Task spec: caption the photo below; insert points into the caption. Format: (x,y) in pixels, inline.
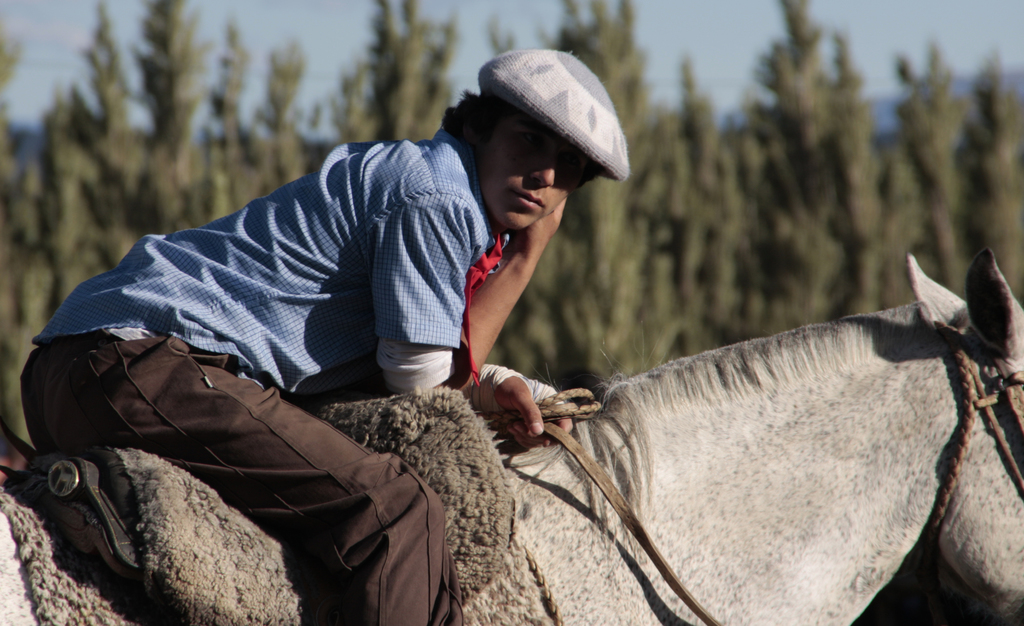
In this image I can see a man (399,476) is sitting on a horse (860,323), I can also see he is wearing a cap (522,53). In the background (706,213) I can see number of trees (668,223).
